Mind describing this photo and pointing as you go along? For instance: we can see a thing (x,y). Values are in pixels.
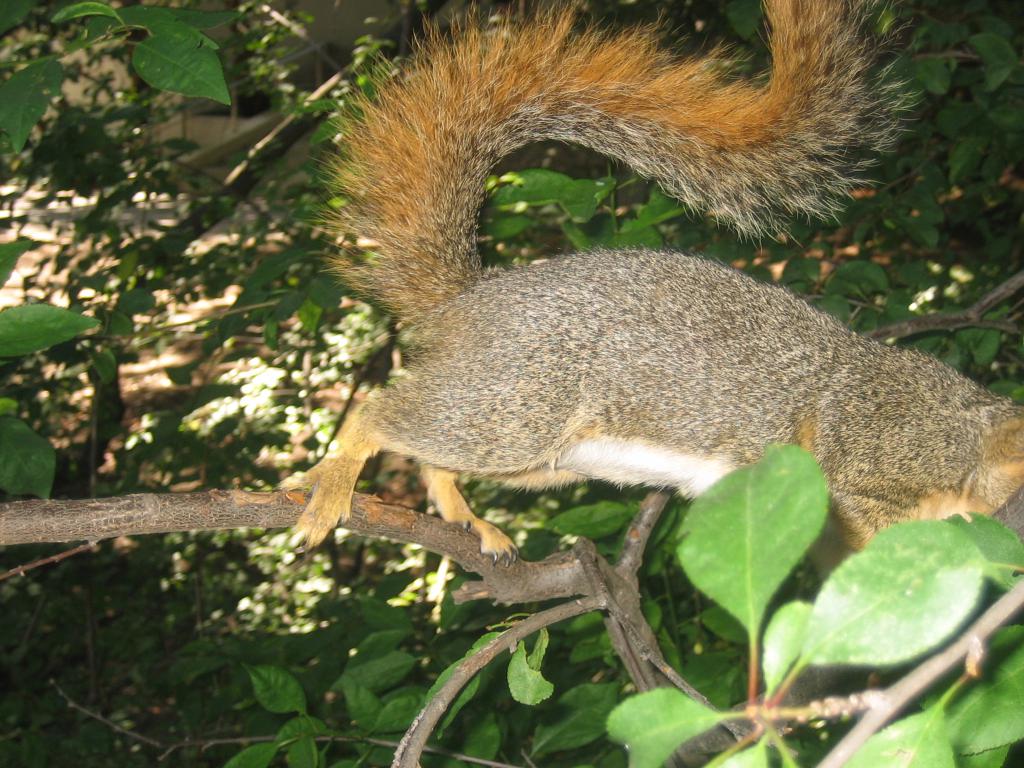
In this image we can see an animal (615,420) on the branch (574,577) of the tree (639,621), also we can see some plants (1004,709), and trees (737,549).
